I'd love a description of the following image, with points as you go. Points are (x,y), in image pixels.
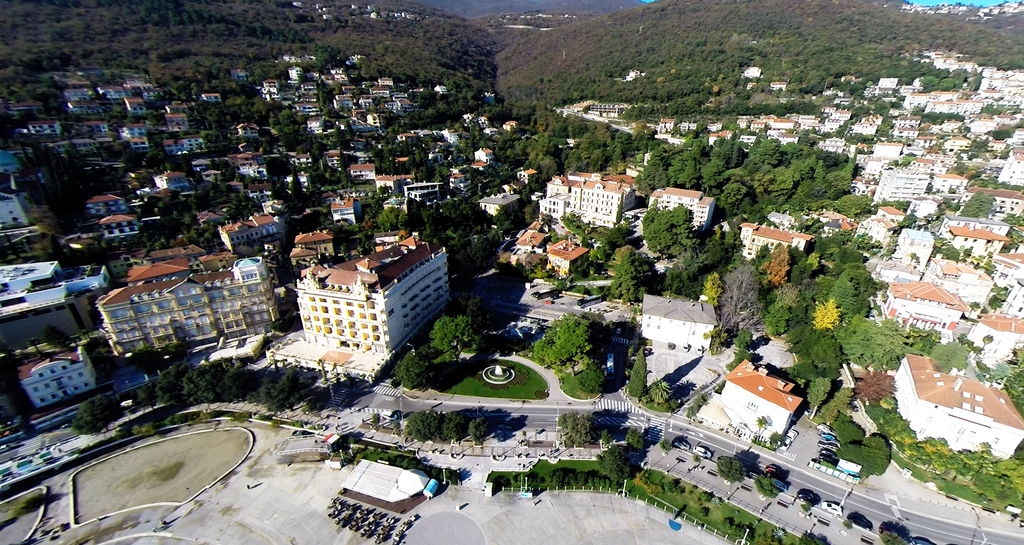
In the image we can see there are many buildings (785,222) and trees (679,262). Here we can see the road (794,473) and we can see vehicles (782,486) on the road (815,485). Here we can see the poles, grass (574,468), plants (567,481) and hills (622,57).
